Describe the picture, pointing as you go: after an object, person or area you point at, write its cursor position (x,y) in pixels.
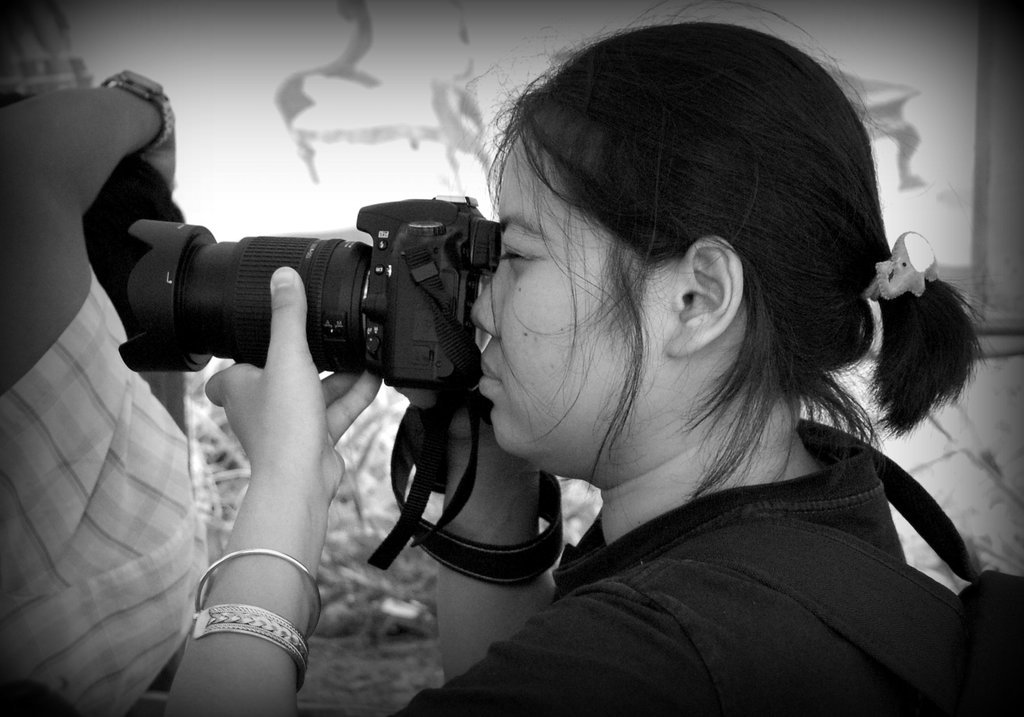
The person (734,628) wearing black shirt (693,633) is carrying a bag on her back (738,566) and holding a camera (409,380) in her hand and clicking a picture.
